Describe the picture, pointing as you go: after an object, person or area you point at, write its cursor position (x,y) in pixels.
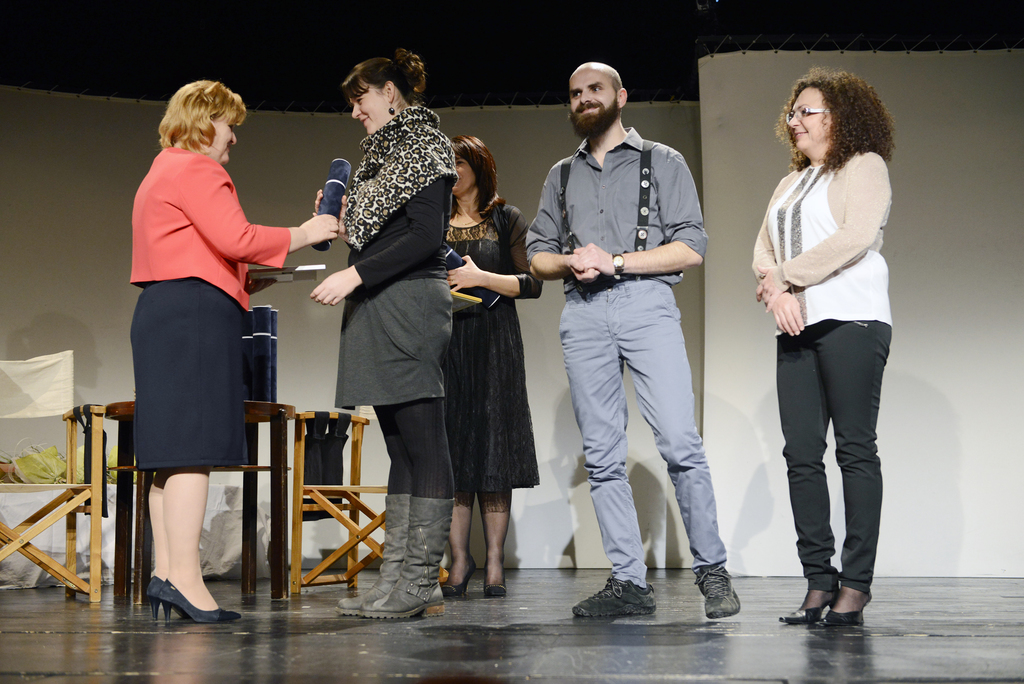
In this image there are people (627,532) standing on the stage (418,644) in which one woman (180,375) is giving the honor to the another woman (403,202). At the back (512,153) there is wall (514,139).
